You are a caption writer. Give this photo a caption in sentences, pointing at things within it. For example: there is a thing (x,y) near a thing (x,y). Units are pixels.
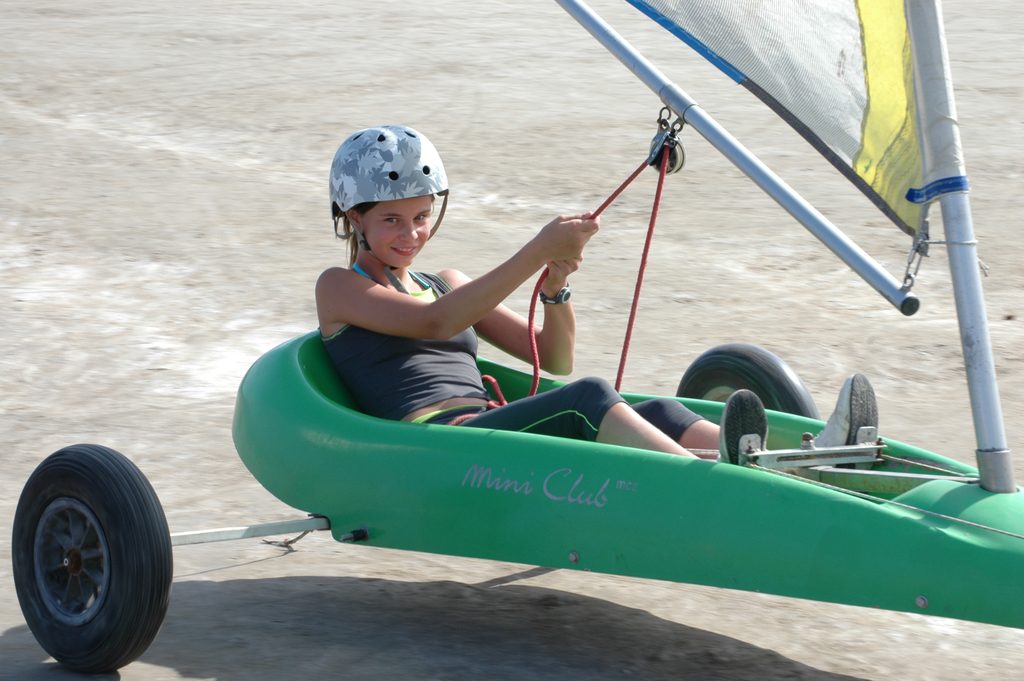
In this image in front (657,437) there is a person (445,348) on the land (176,115) sailing. At the bottom of the image (1022,455) there is a road (256,93).
